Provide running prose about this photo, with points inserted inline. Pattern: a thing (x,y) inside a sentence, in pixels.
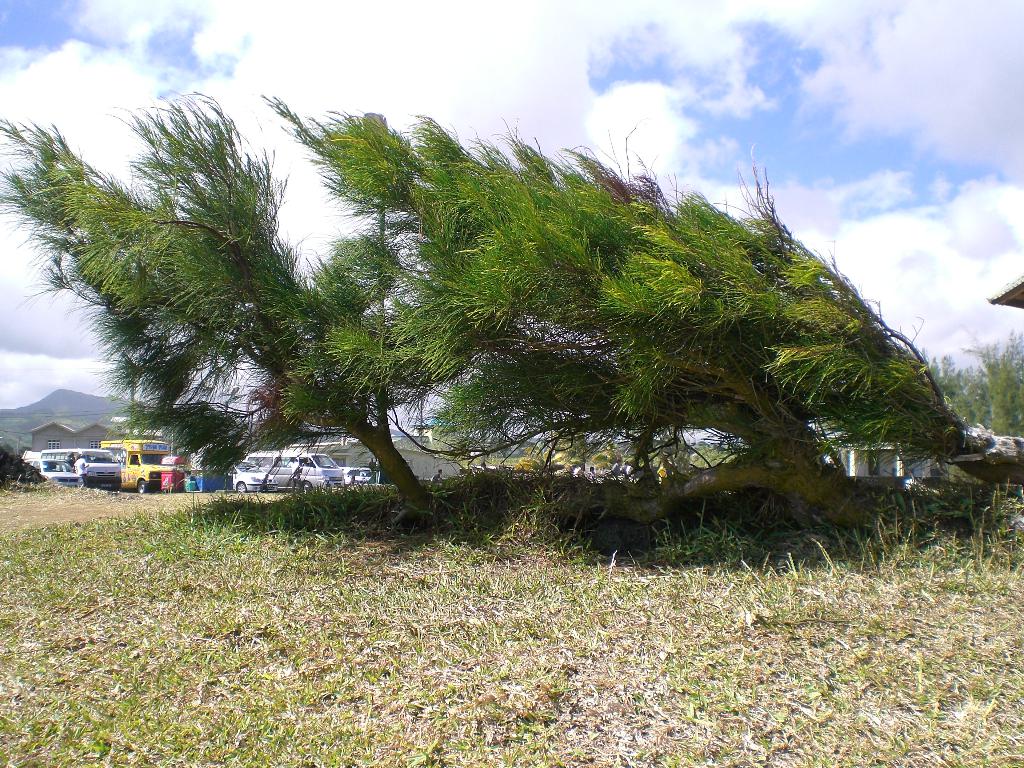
In this picture, we can see the ground (620,602) with grass (668,556), plants (444,501), a few vehicles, peoples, and we can see mountains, houses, and the sky (557,144) with clouds (679,183).
